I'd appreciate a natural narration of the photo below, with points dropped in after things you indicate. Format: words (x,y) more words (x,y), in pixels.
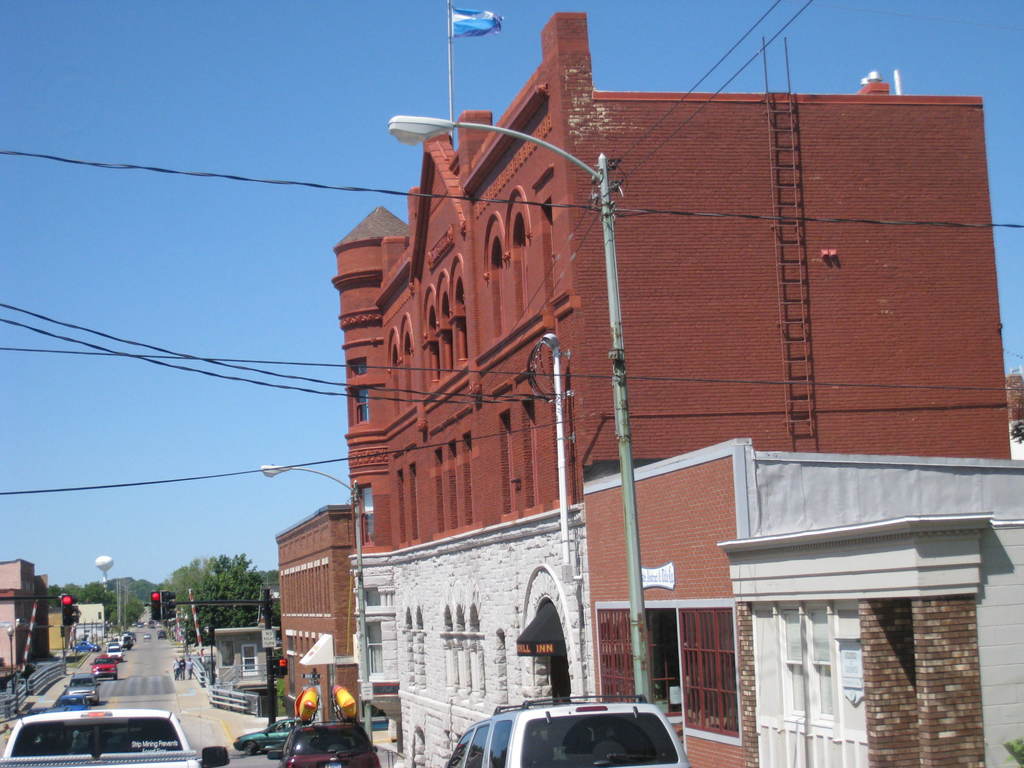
In this image there is a building (481,677) in-front of that there are some electrical poles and cars (166,744) on the road (104,696), at the back (88,594) there are some trees (77,587) and tower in the middle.
